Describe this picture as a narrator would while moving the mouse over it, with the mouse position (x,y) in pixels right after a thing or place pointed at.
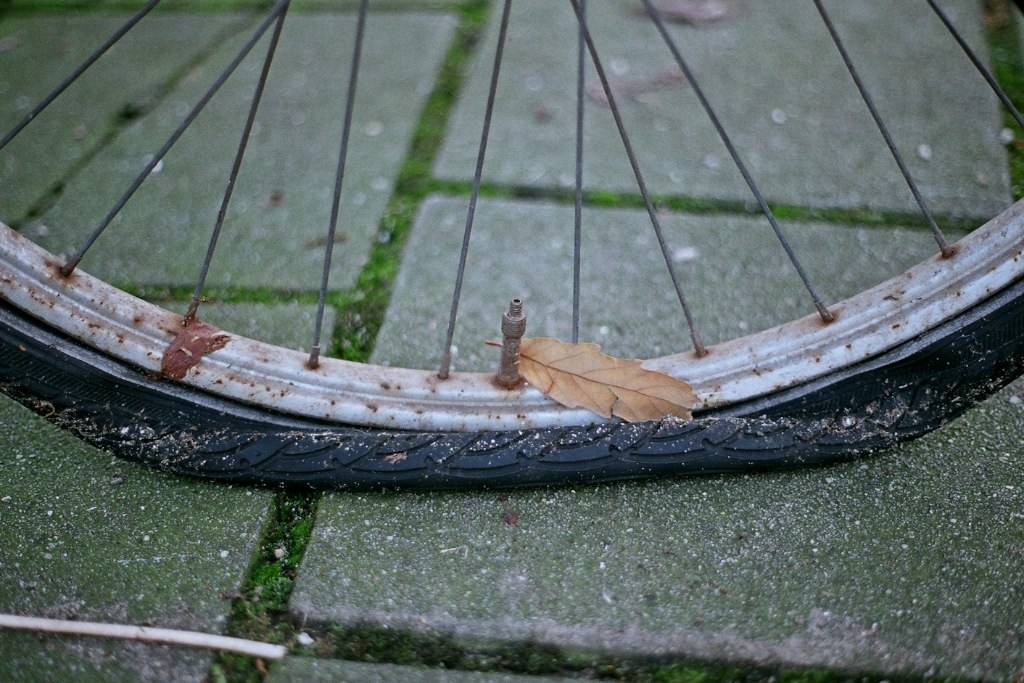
It is a zoomed in picture of a wheel (533,429) on the ground (628,511). We can also see the dried leaf (591,377).
